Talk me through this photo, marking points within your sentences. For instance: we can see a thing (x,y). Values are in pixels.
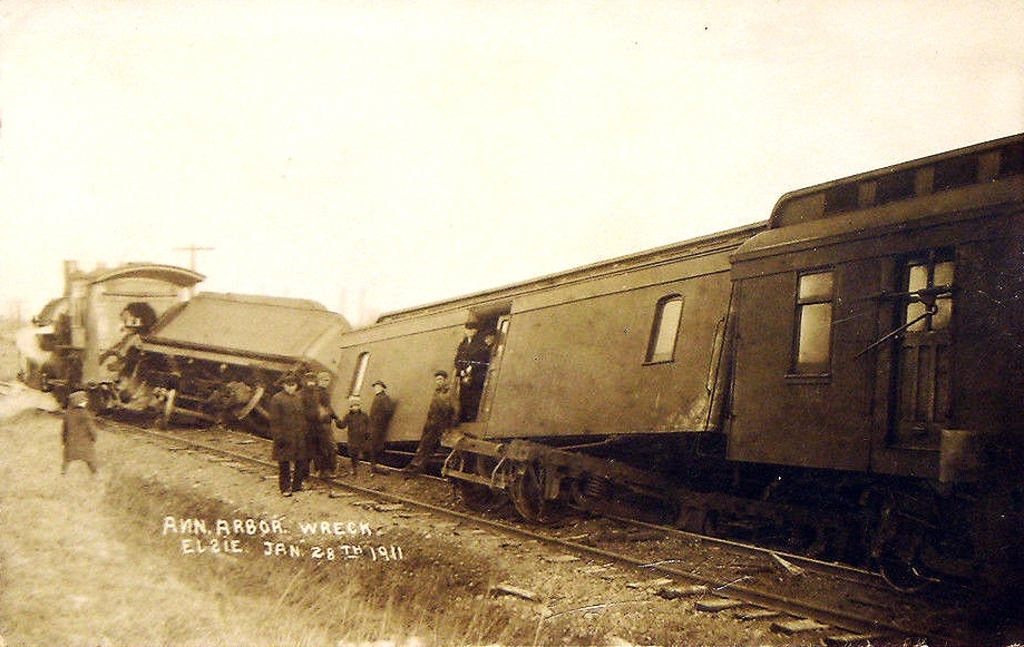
In the foreground of this image (451,378), there is a train (615,390) which is not on the correct path (589,539) and there are persons (349,431) outside the train (266,370) and in the background (348,293), we see poles (191,250) and the sky (368,113).
